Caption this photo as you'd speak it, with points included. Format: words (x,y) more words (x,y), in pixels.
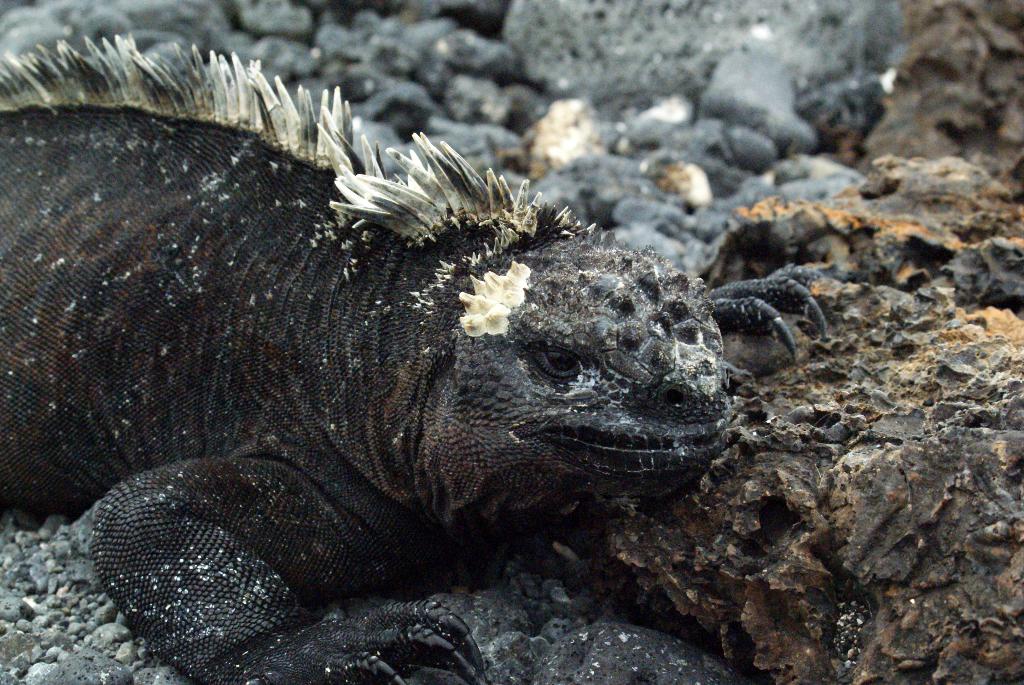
In this picture I can see an animal (537,219) which is of black and white color and I can see the rocks (664,109) and stones (58,581). I see that it is a bit blurred in the background (719,110).
